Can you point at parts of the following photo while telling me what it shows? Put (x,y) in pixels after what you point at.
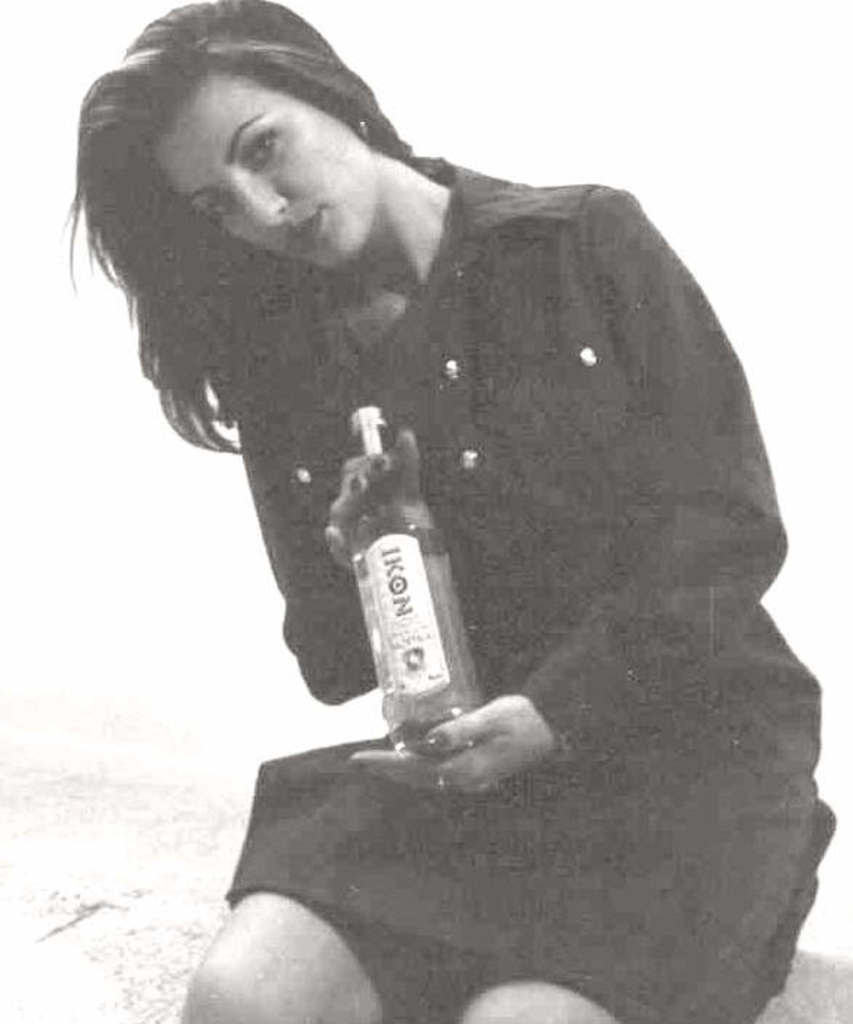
This is a black and white image. here a woman (404,421) is sitting and she is holding a bottle (374,438). On that bottle (426,653) there is a name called icon.
